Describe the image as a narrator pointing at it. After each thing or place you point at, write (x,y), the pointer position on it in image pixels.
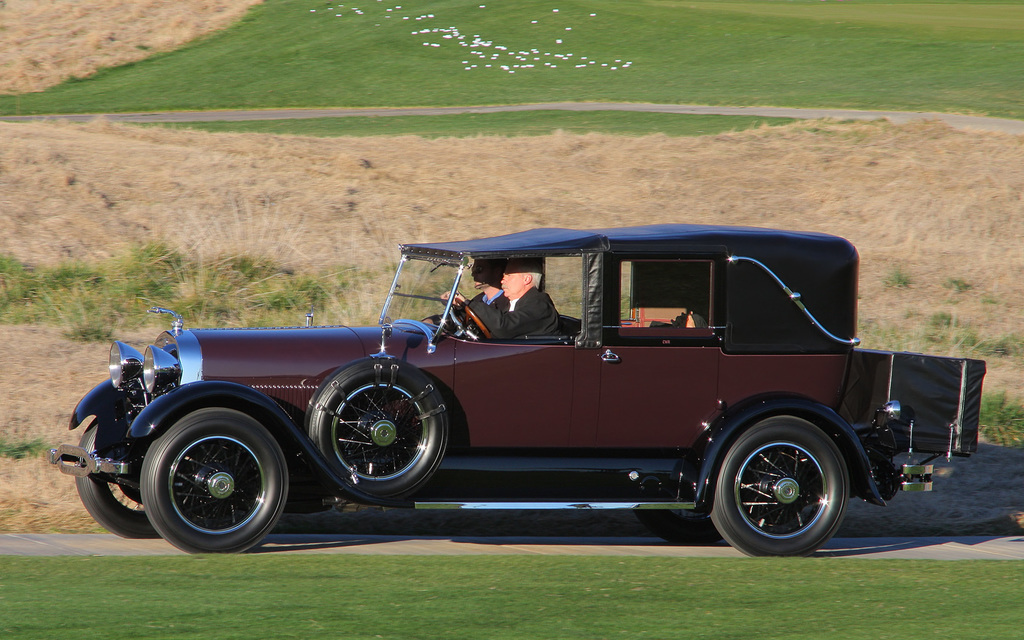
In this image we can see a vehicle (194,360) on the road (30,541). There are two people (498,305) sitting in the vehicle (130,530). In the background (288,204), we can see grass (334,145) and a road (1002,130). At the bottom of the image (442,598), we can see the grassy land (623,631).
